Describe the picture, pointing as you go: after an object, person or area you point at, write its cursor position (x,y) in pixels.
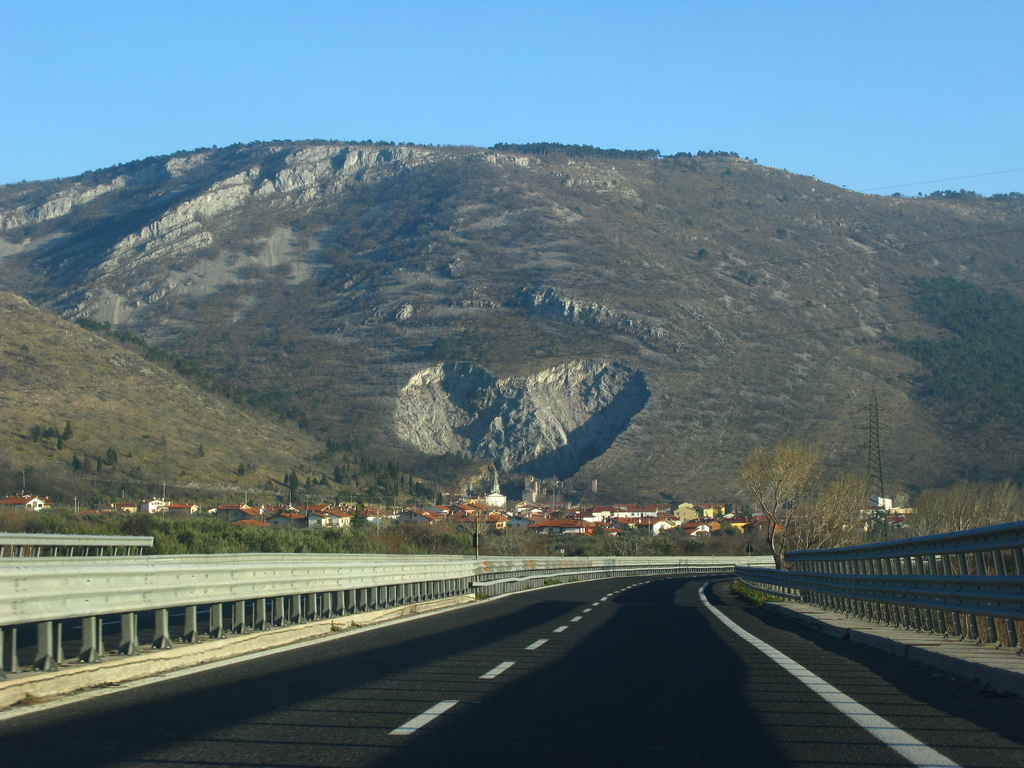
In the center of the image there is a road (544,654). In the background of the image (378,364) there is a mountain (277,378). There are houses (591,521). There is a tower (875,467). At the top of the image (556,51) there is sky (477,86). There is fencing (799,559) to the both sides of the road (640,593).
